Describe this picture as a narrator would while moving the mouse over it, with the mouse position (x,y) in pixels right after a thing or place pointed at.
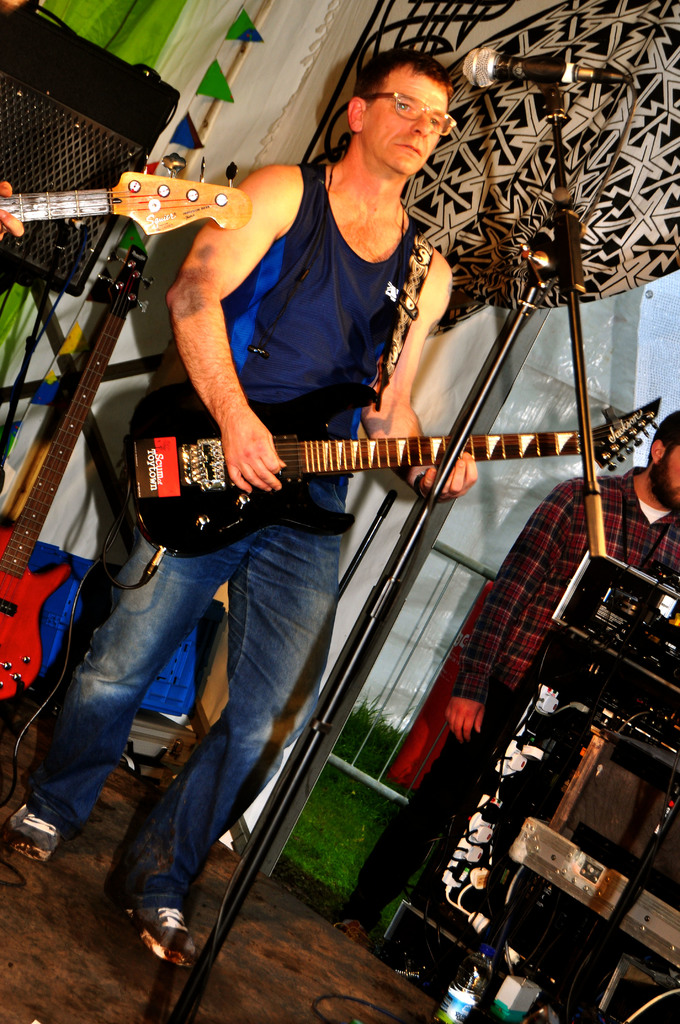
Here we can see that a person (374,435) is standing on the floor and holding a guitar (249,501) in his hand (251,430), and in front (557,136) here is the microphone (545,74) and stand (545,84), and beside here is the person (658,515) standing and here is the wall (528,360).
